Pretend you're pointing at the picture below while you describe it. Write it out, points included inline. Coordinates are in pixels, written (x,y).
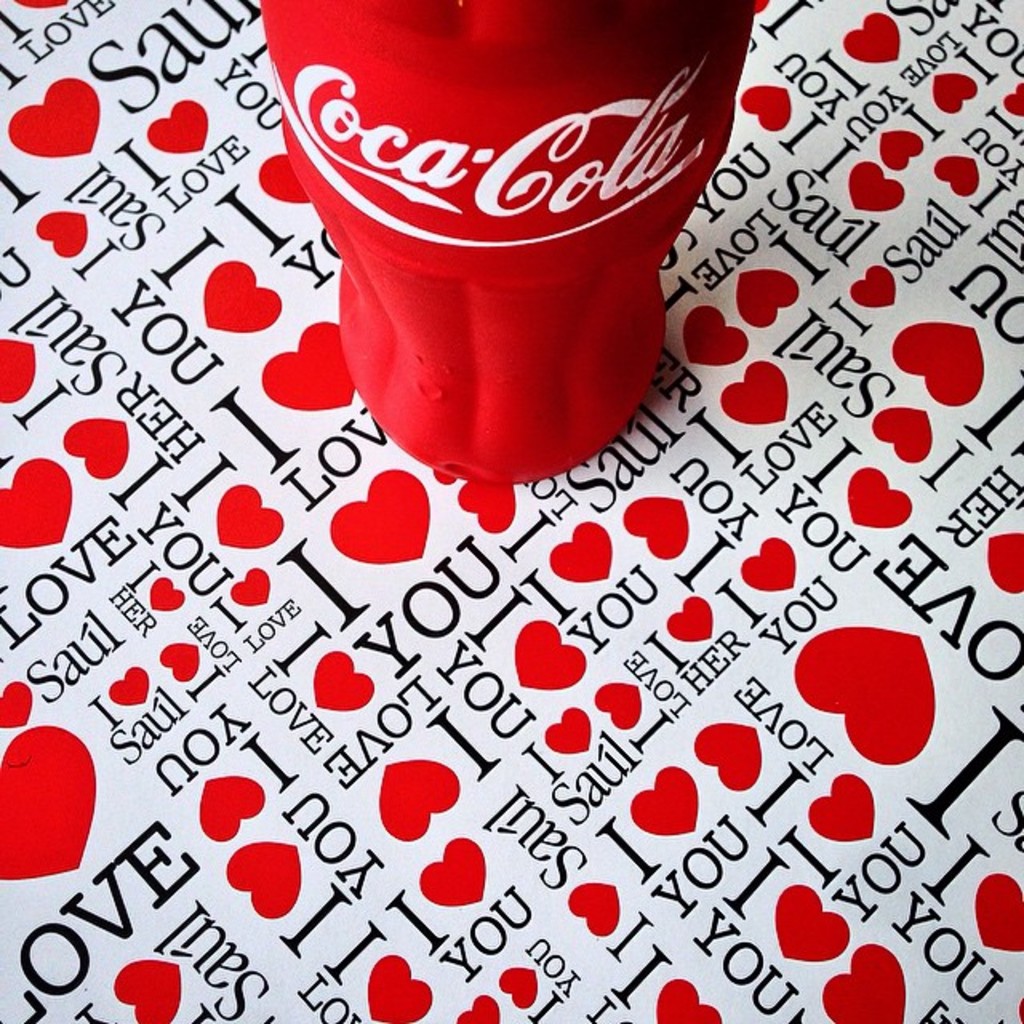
In this picture we can see a close view of the red coca cola bottle (464,312) placed on the table top (511,598).
